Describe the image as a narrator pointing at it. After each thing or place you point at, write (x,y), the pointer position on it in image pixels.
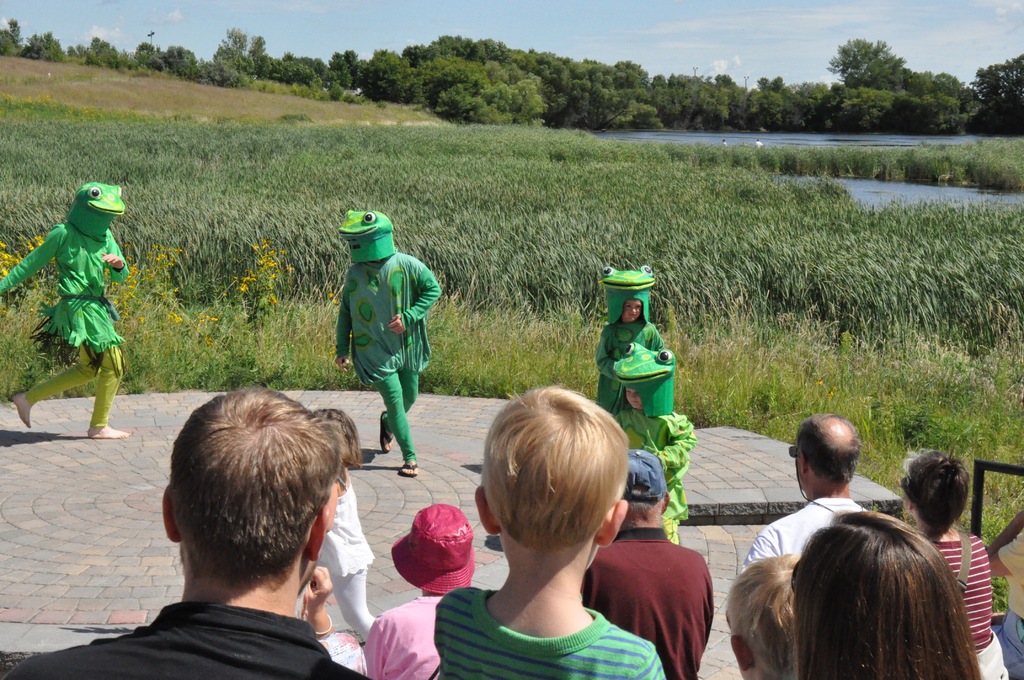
In this picture children (402,367) wearing green dresses (366,360) and frog cap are playing. At the bottom of the picture (463,541), we see people (535,543) watching them. Behind them, we see paddy crop (745,325) and grass (534,330). We even see the water (740,144) in the pond (682,137). There are many trees (526,118) in the background (684,110).
